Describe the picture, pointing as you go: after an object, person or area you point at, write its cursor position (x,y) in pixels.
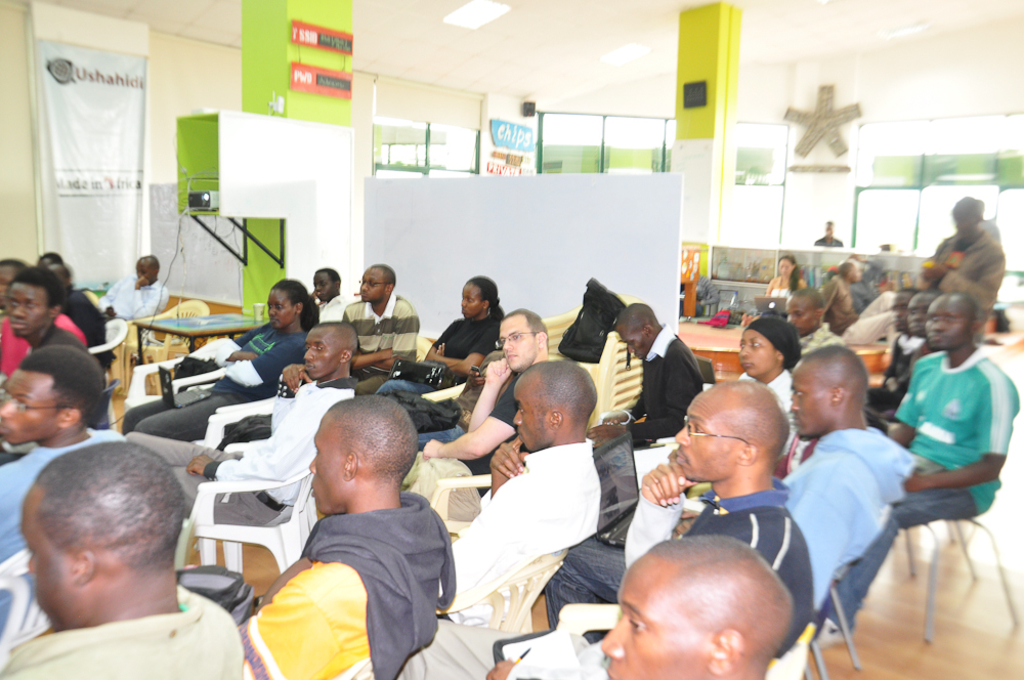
In the image we can see there are lot of people (303,328) who are sitting on chair (539,555) and in between there is a pillar (716,164).
